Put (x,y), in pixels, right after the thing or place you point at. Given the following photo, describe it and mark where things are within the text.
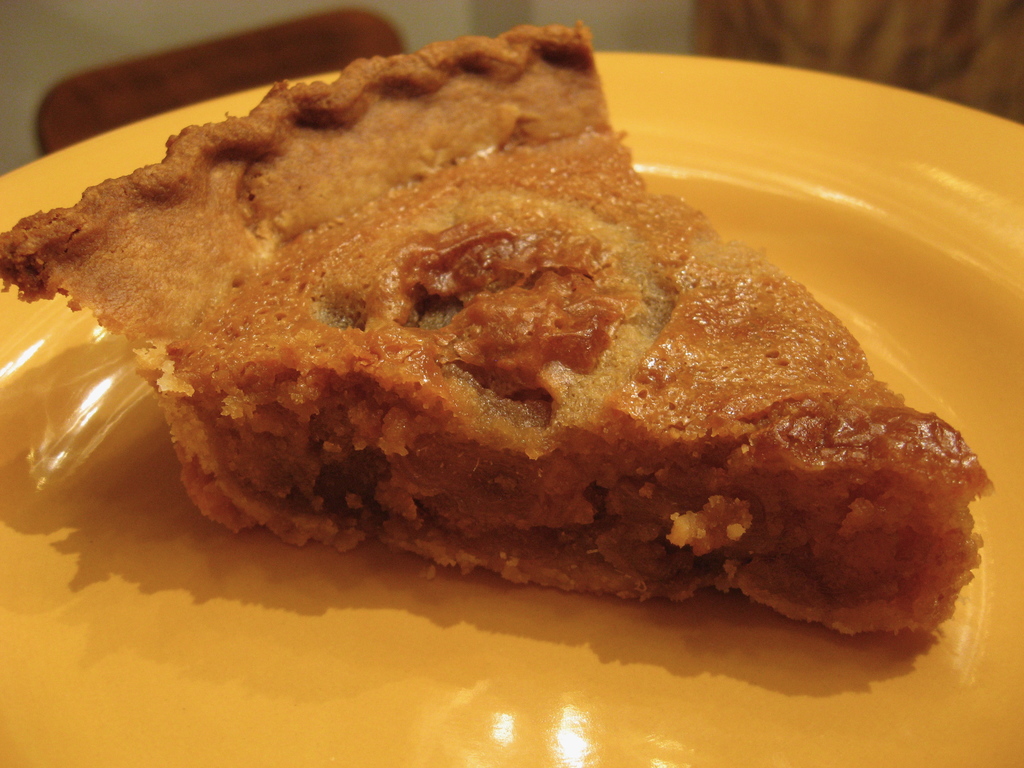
In this image we can see the food item (429,287) on the plate (1008,446).
